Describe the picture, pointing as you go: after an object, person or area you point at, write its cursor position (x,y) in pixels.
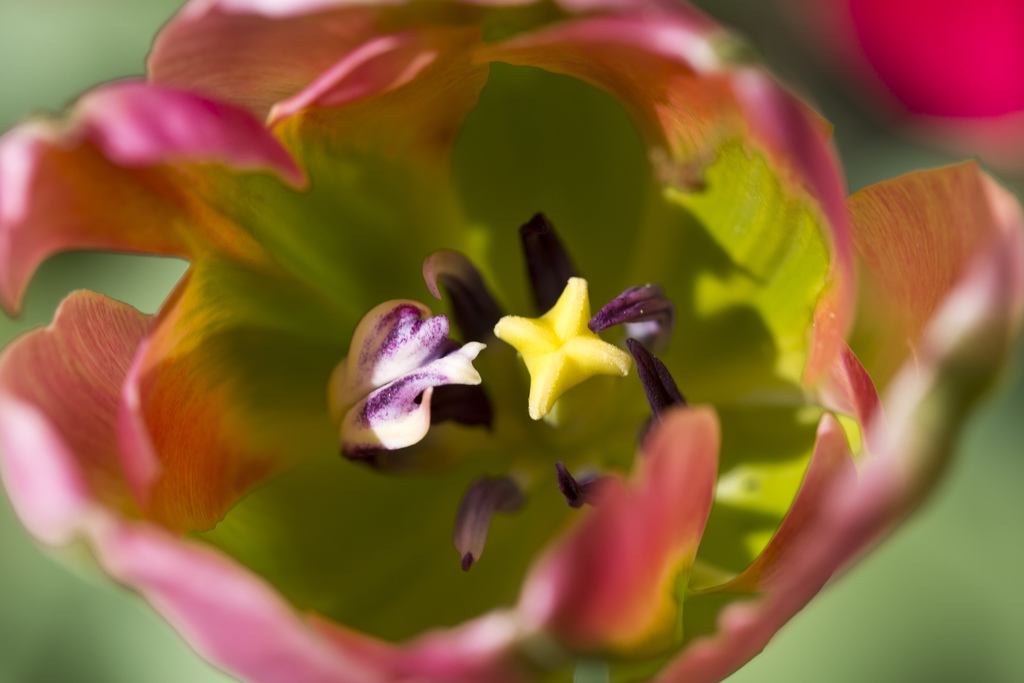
In this image we can see a flower (401,342) which is in different colors like yellow, pink, violet, red.
